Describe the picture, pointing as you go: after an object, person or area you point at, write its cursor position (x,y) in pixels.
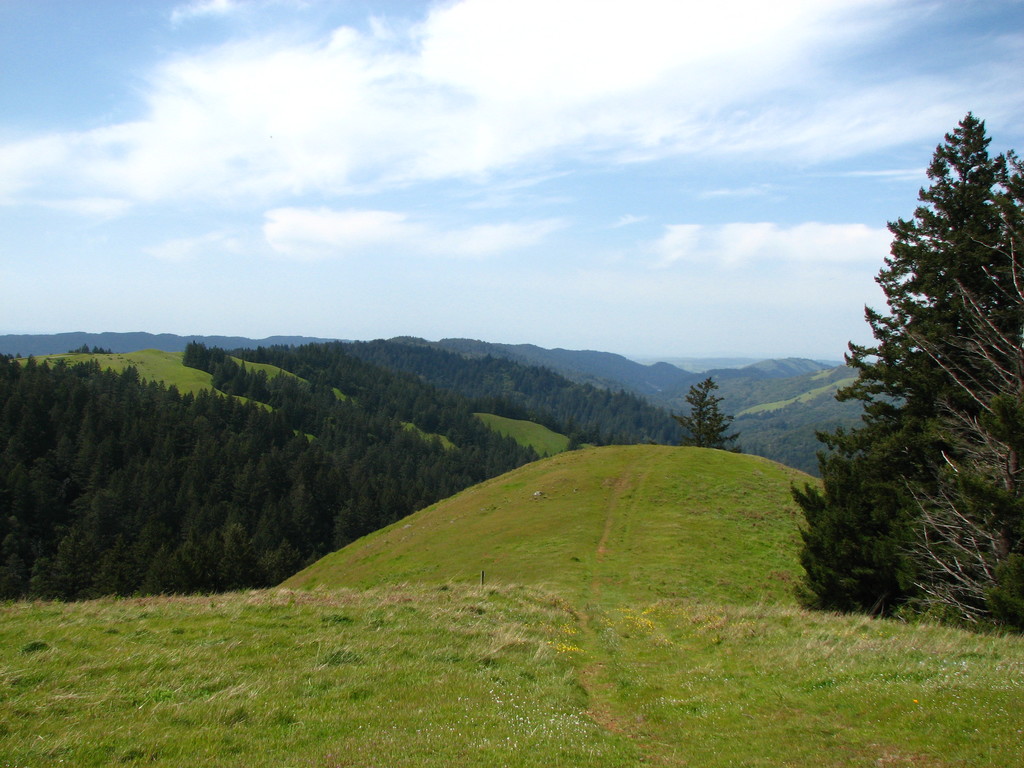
At the bottom of the picture (472,635), we see the grass (645,621). On the right side (1006,213), there is a tree (898,465). There are trees (381,378) and hills (342,419) in the background (341,419). At the top of the picture (317,158), we see the sky (623,144) and the clouds (494,161).
